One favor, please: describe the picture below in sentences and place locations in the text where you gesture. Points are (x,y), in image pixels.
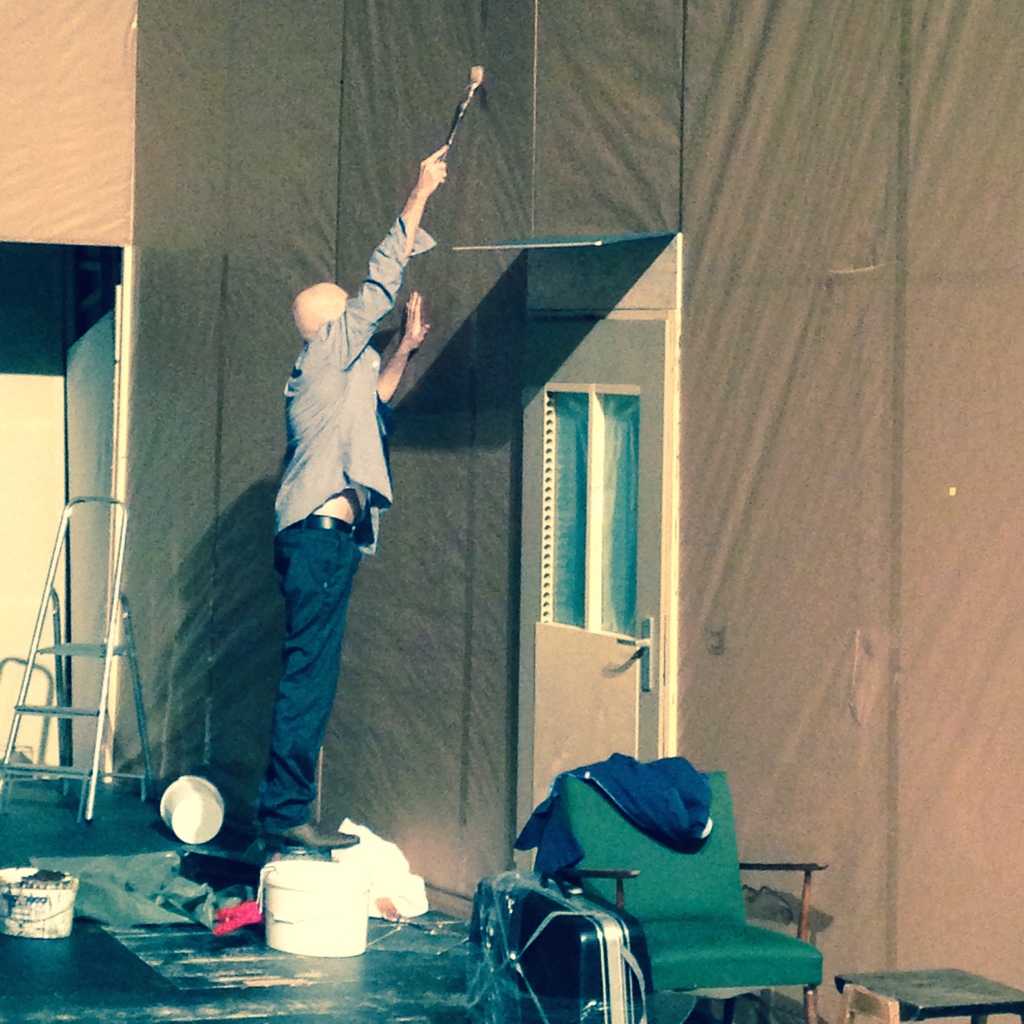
On the right side of the image (924,989) there is a stool (924,989), chair (688,887) with cloth (637,815) and also there is a suitcase (551,937). Behind them there is a man (319,719) standing on the buckets (326,858) and holding a brush (455,131) in his hands (425,177). In front of him there is a wall (461,87) and also there is a door (602,635). Beside him there is a ladder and also there are buckets (5,901).
